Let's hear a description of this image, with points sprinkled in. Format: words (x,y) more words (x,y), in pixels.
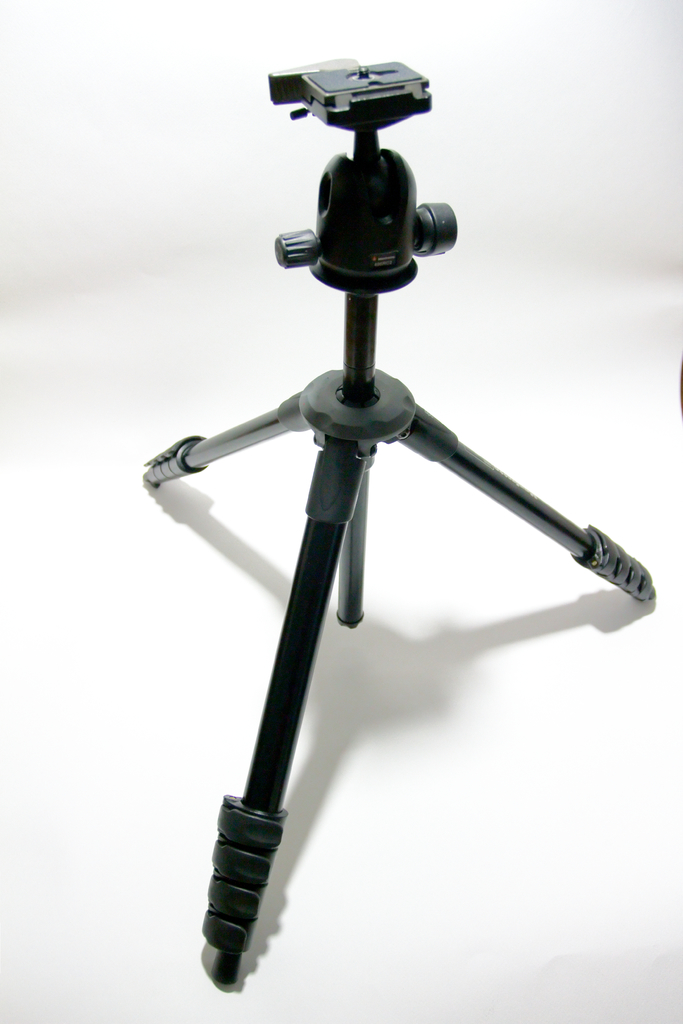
In this image I can see a camera stand (370,406) visible and background (545,760) is white.
